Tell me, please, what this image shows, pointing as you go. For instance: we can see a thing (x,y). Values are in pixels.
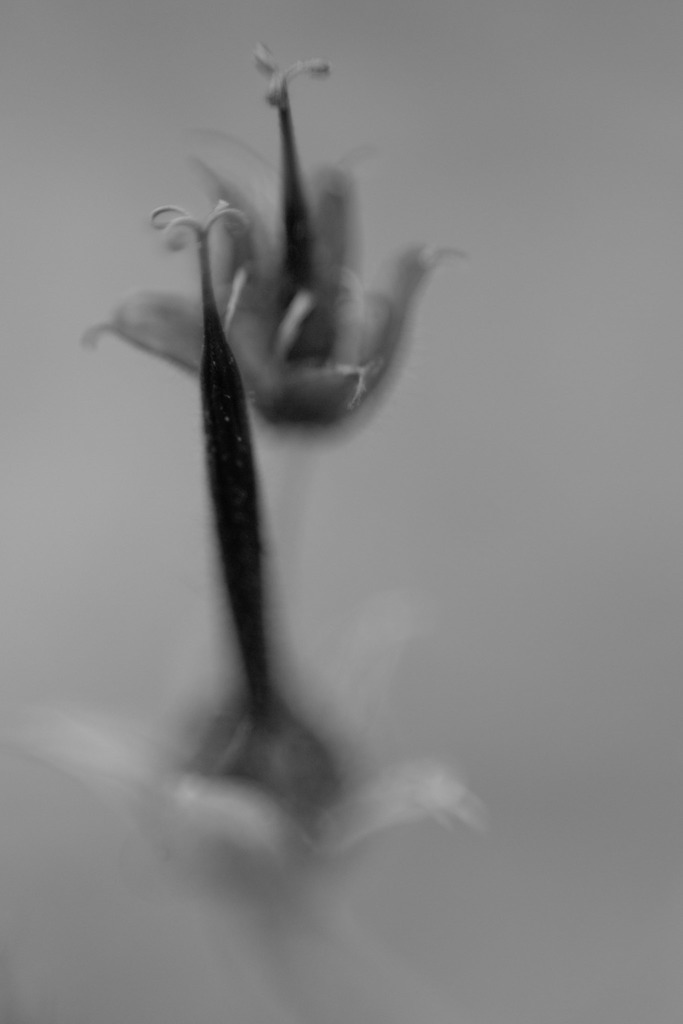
Here in this picture we can see flowers (245,763) in blurry manner.
